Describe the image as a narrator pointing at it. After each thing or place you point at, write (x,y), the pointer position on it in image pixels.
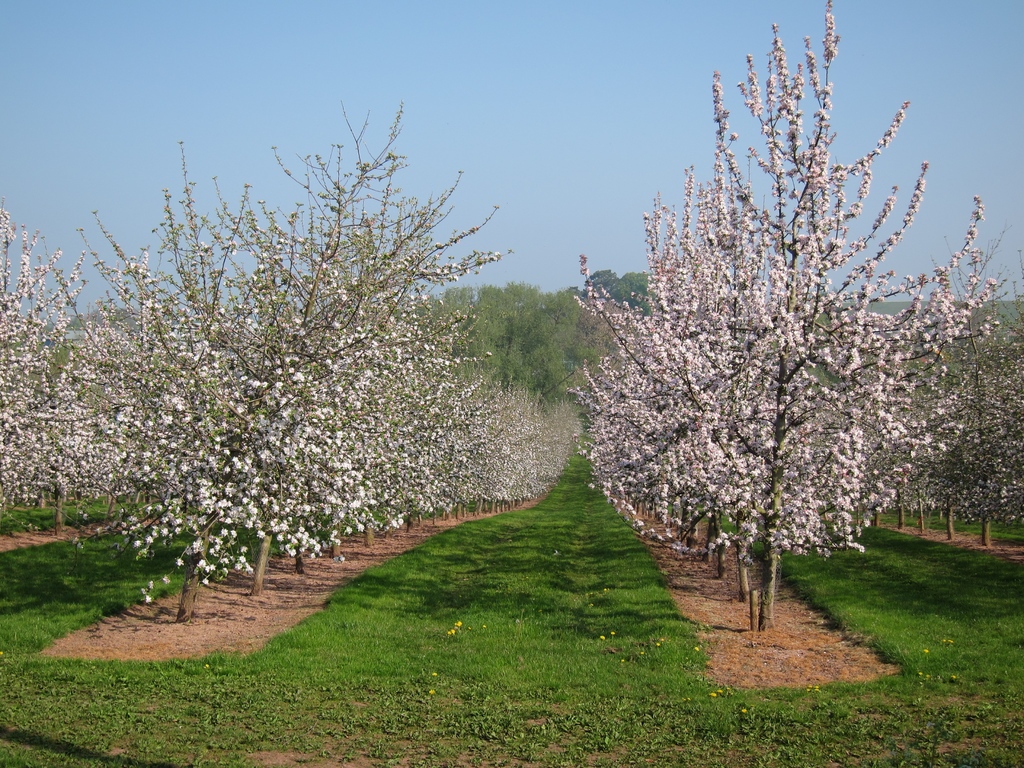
At the bottom of the picture (466,629), we see the grass (495,625) and the soil (169,642). There are trees (620,452) in the background (531,371). At the top (372,52), we see the sky (389,125), which is blue in color.
